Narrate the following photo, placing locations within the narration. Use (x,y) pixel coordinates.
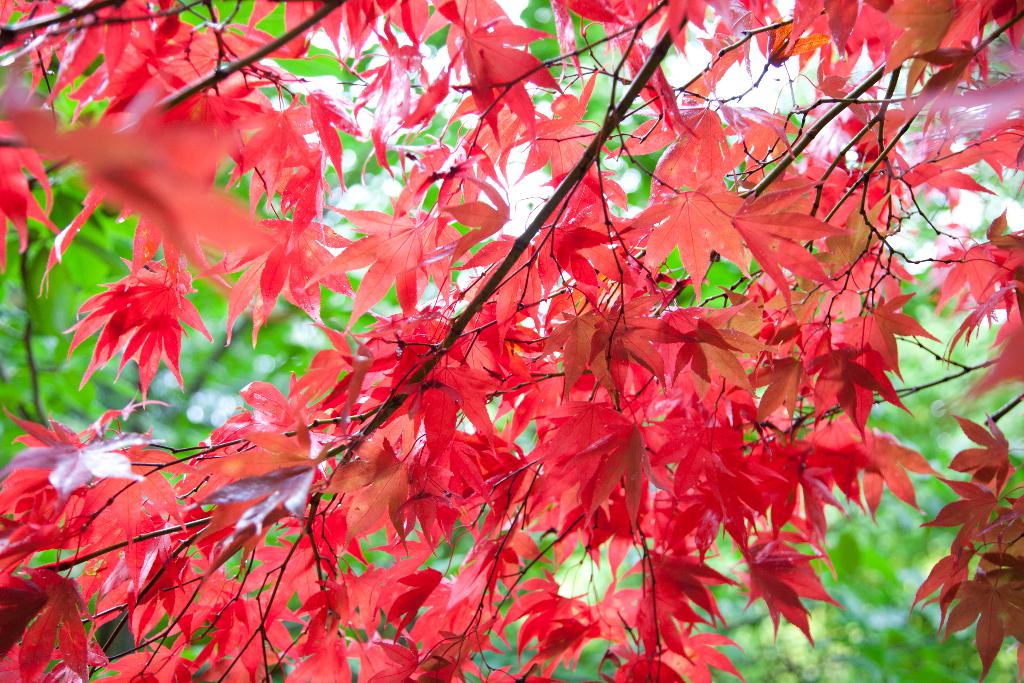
In this image in front (834,449) there is a tree (428,214) with red color leaves (576,442). In the background of the image (706,304) there are trees (233,274).
